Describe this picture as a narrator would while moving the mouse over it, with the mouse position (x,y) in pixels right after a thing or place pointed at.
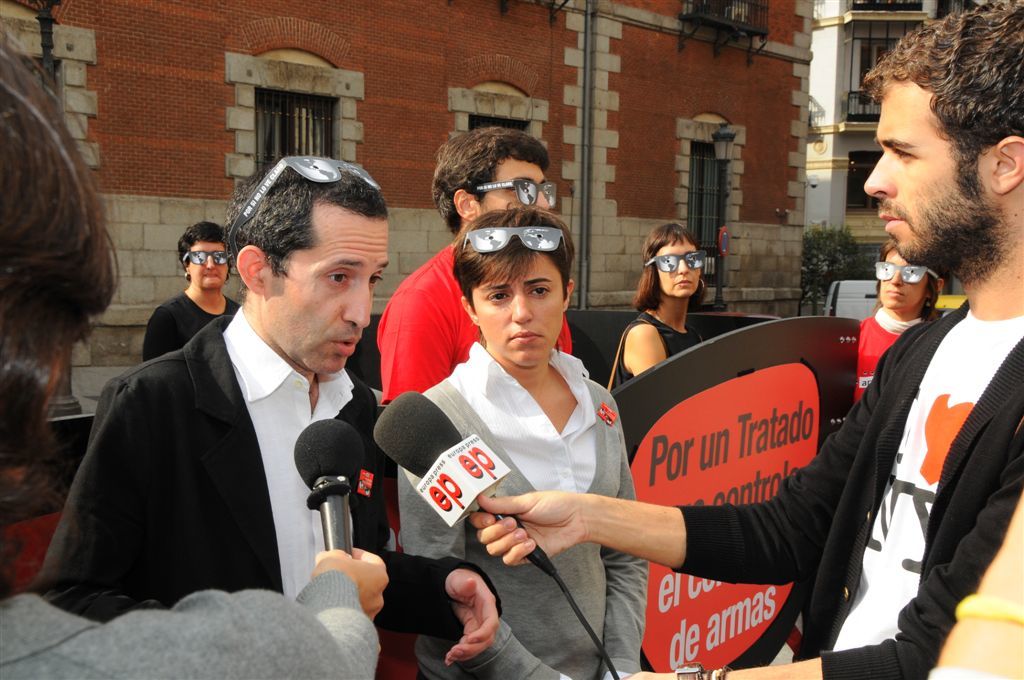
The person (198,416) wearing suit (220,436) is speaking in front of a mic (419,474) and there are two persons (266,605) standing in front of him and there is another person (519,417) standing beside him and there is a building (628,204) and few persons (516,187) standing behind him.
